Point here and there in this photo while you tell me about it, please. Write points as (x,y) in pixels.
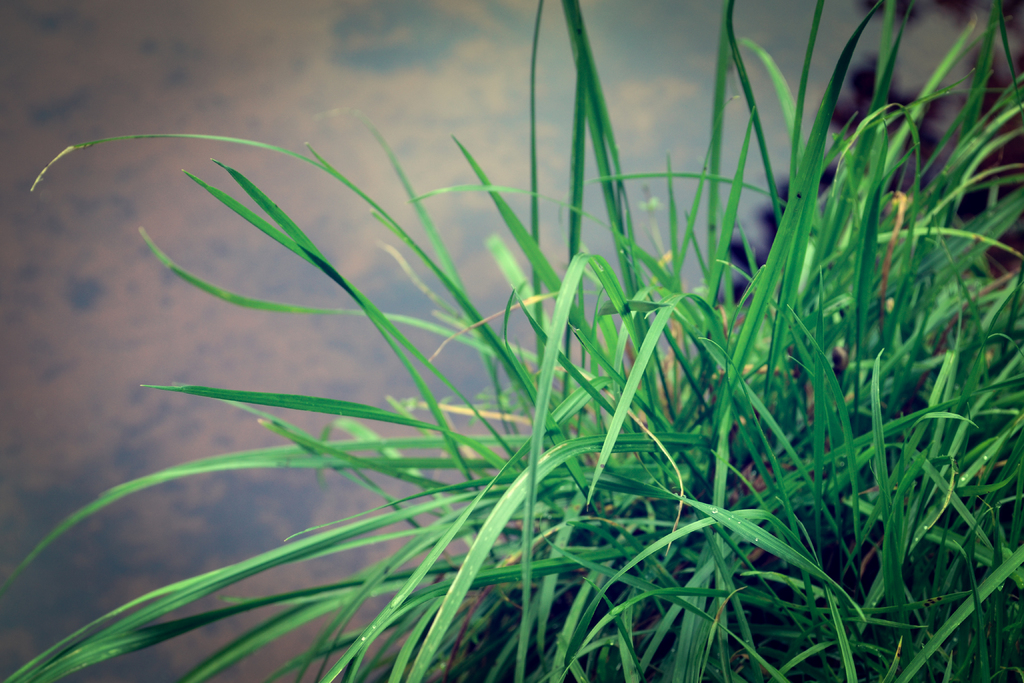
In this image, I think these are the plants (679,430) with the leaves (674,470), which are green in color. The background (75,411) looks blurry.
